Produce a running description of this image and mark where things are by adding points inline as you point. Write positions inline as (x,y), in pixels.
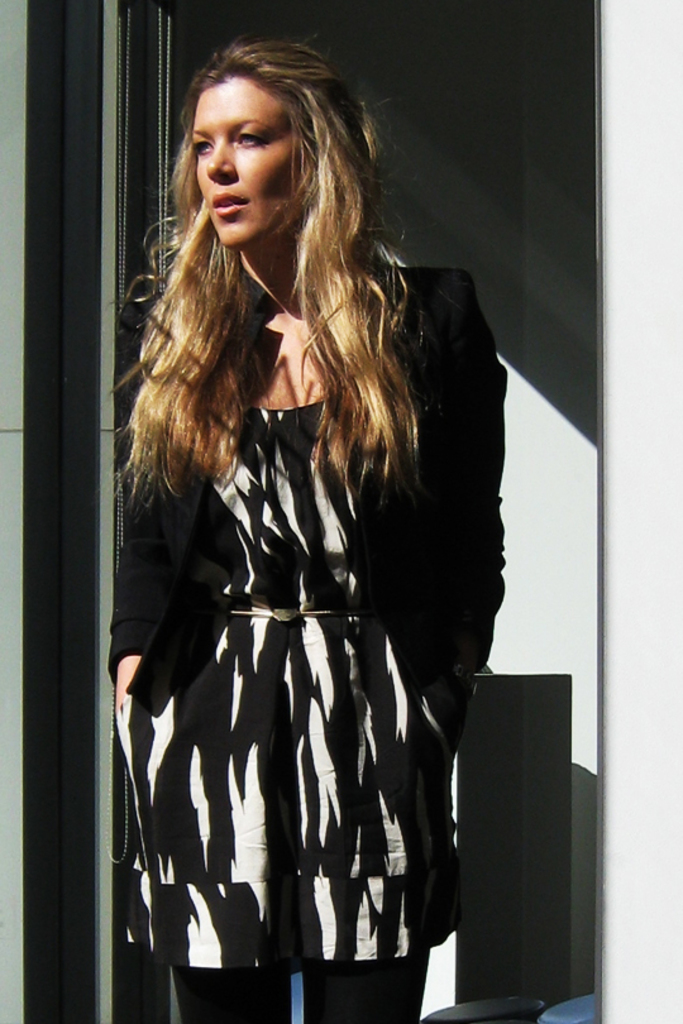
In this image I can see a woman (295,496) wearing black and white dress (288,664) is standing. In the background (519,58) I can see the wall (440,180) and few other objects (505,861).
